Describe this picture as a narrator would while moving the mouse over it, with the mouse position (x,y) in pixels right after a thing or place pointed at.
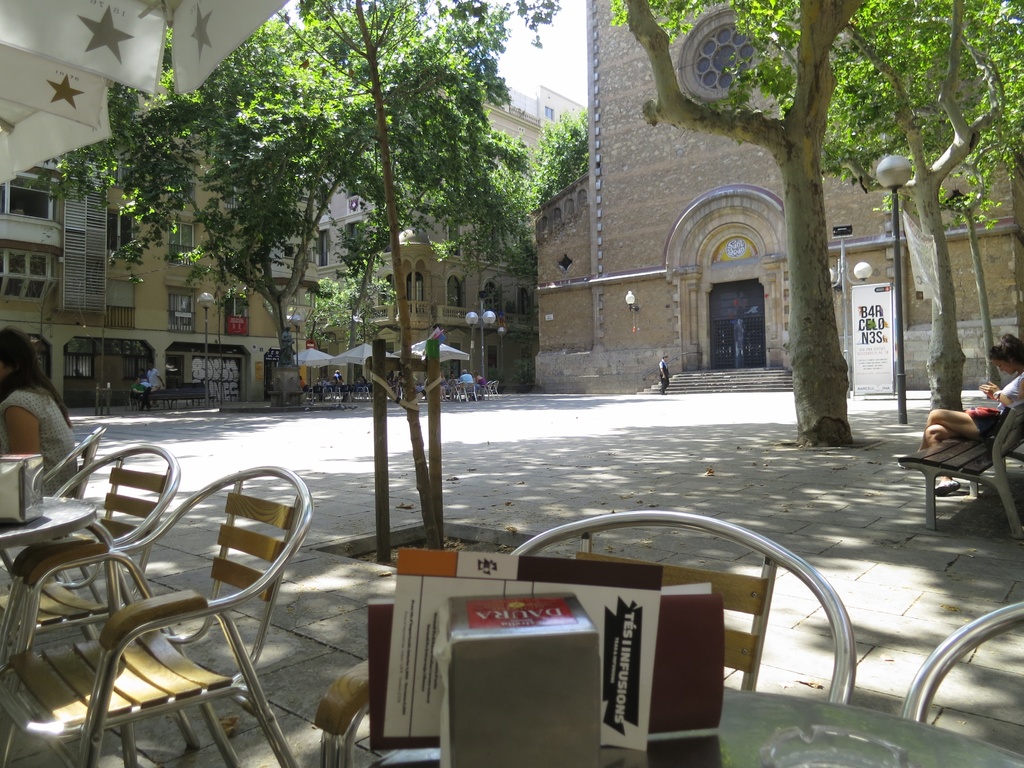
This is the picture of a place where we have some buildings (613,223) and around there are some poles (472,332) which has lamps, chairs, people (56,427) and some trees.
